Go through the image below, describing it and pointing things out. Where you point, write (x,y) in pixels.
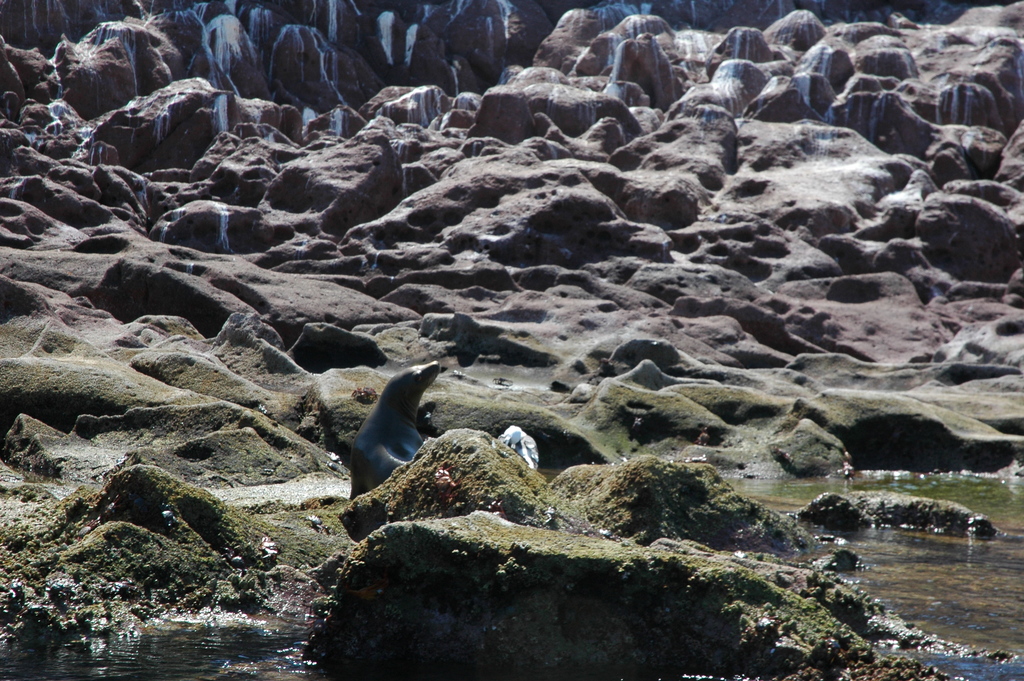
In this image I can see a sea lion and water (839,548) at the bottom (840,531), in the middle (497,335) I can see the rocks (459,64) and the mountain (306,76).
